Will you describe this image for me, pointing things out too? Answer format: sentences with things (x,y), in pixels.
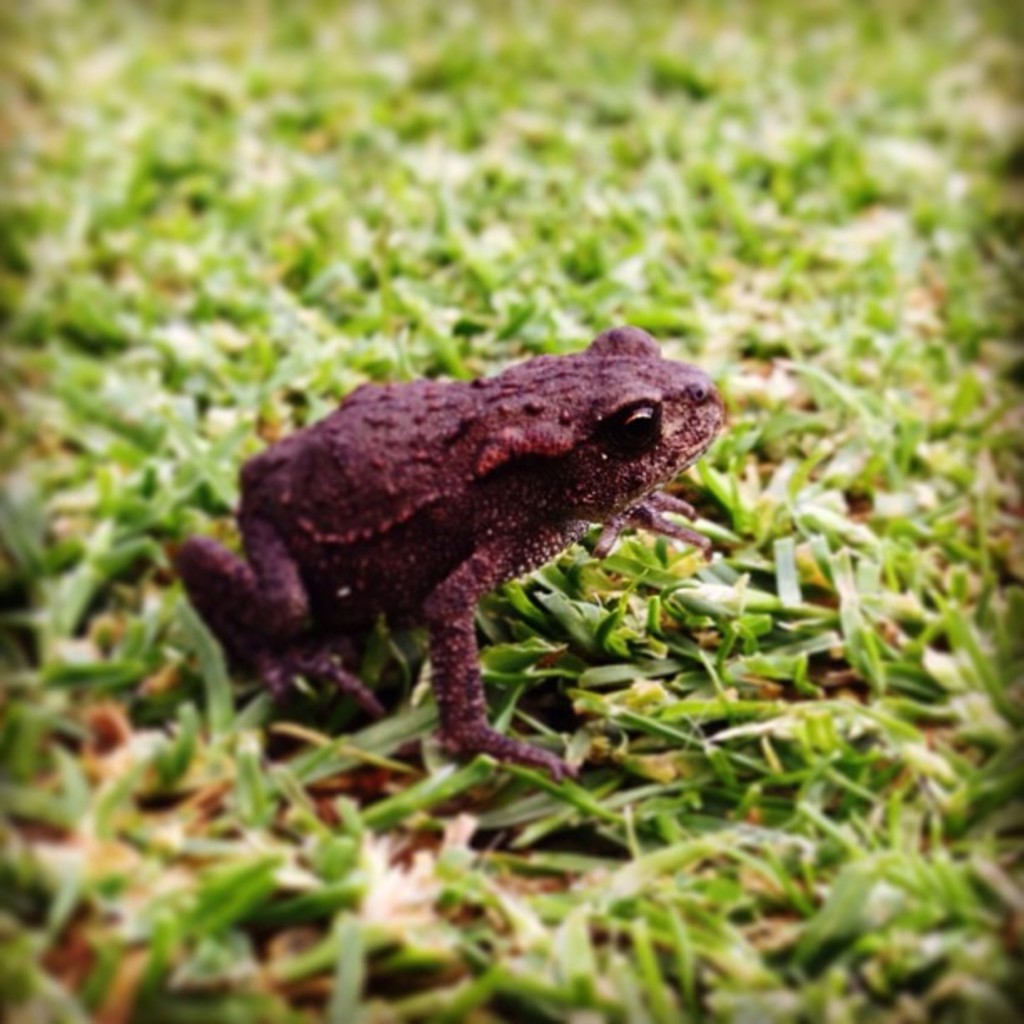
In this image I can see a frog (442,532) which is in brown color. It is on the green grass (540,729).
